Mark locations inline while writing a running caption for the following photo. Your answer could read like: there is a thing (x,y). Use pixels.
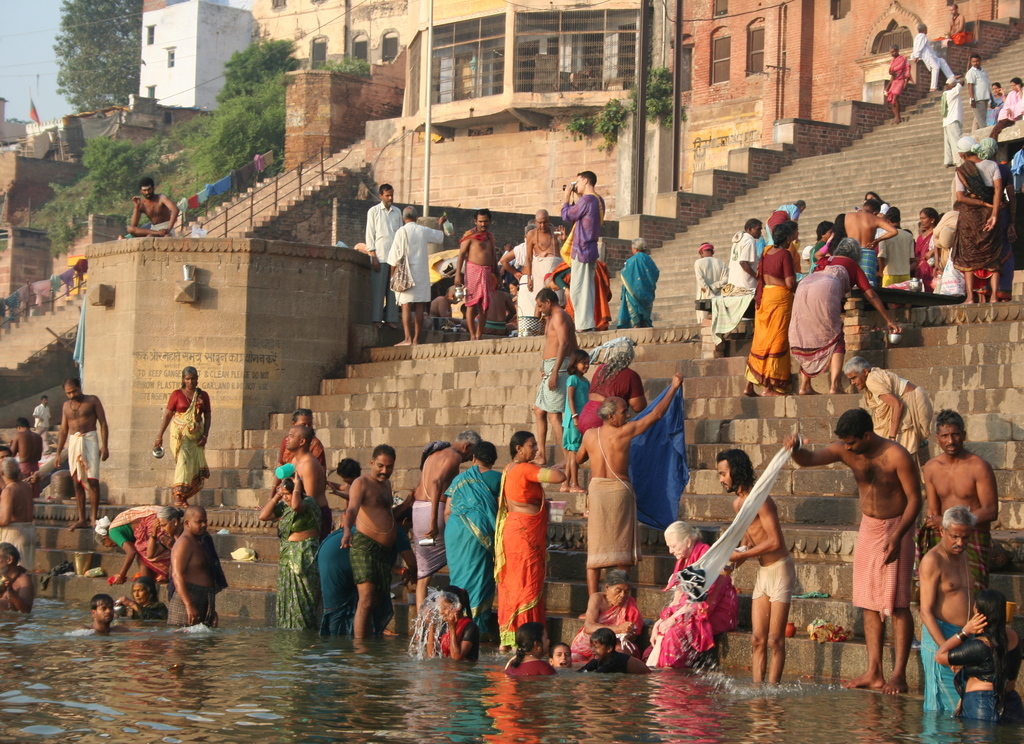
In this image we can see a few people (459,436) standing on the stairs (411,419) and few people (598,637) in the water (404,649). In the background (224,460), we can see the buildings (358,98) and stairs (288,180). And there are trees (102,78), clothes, wall (231,360) with text (266,355) and sky (18,61).
